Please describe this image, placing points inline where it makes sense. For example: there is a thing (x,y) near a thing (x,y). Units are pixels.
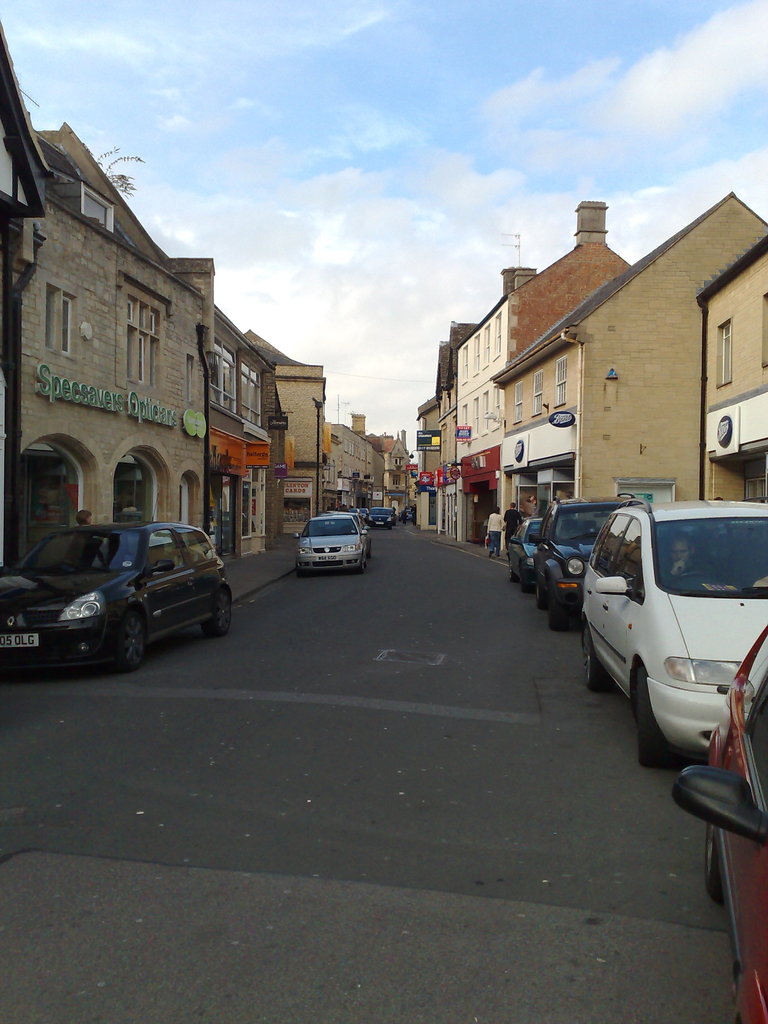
In the center of the image (293,603) there is a road (273,753) and we can see cars (766,520) on the road (624,763). In the background (484,531) there are people (491,518), buildings (513,485) and sky (423,185).
